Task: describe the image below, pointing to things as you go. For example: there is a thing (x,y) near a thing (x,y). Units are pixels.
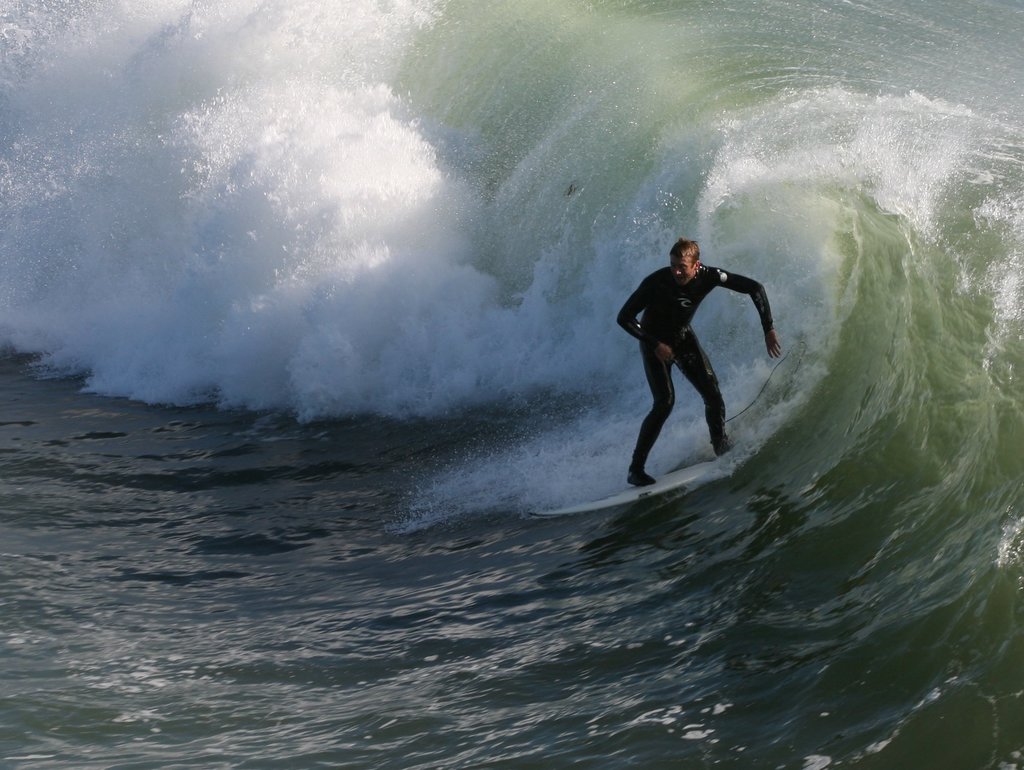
Here we can see a man (651,478) surfing on the surfboard (705,472) on the water (384,427).
